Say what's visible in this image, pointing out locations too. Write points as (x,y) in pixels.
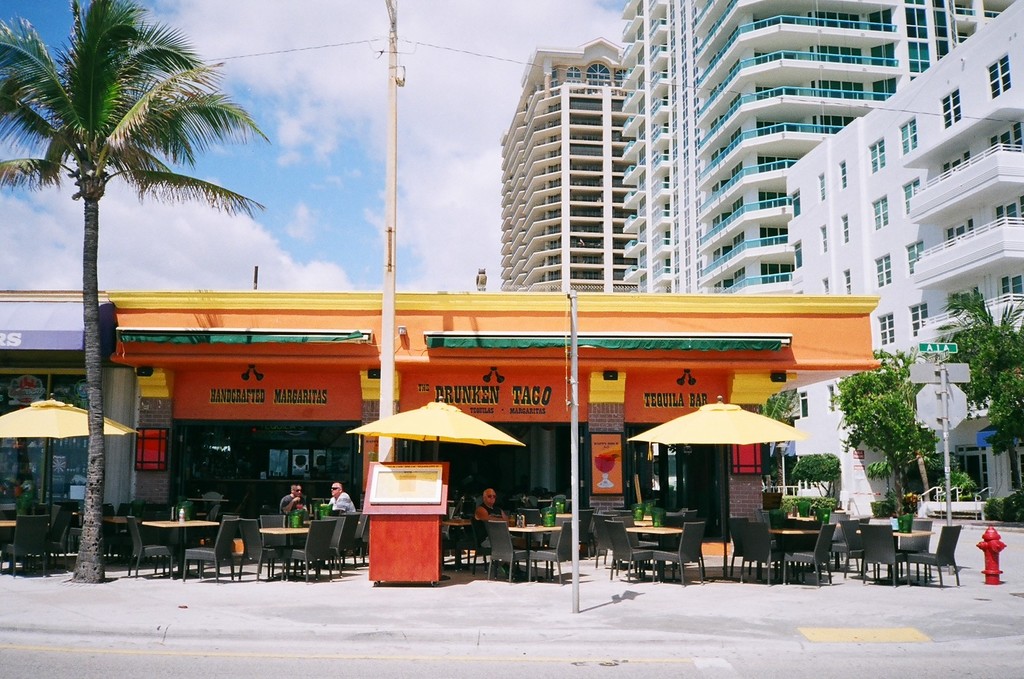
There are stalls (531,378), people (340,509) those who are sitting on the chairs (507,529), poles (574,490), trees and umbrellas (33,406) in the foreground area of the image (441,452). There are buildings (566,209) and sky (457,208) in the background area (452,174), it seems like a water pump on the right side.
